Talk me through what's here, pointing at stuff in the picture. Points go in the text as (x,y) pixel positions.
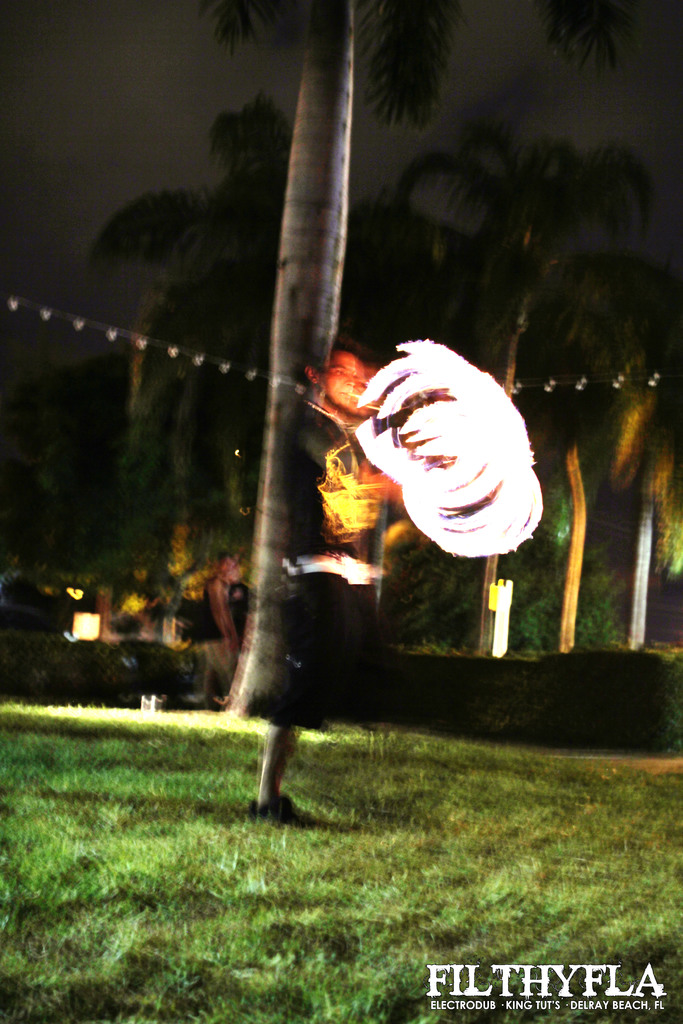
This is an image clicked in the dark. In this image, I can see many trees (278,579) and lights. At the bottom (249,895), I can see the grass (257,899). In the bottom right-hand corner (518,988) there is some text (617,985). The background (570,109) is dark.
